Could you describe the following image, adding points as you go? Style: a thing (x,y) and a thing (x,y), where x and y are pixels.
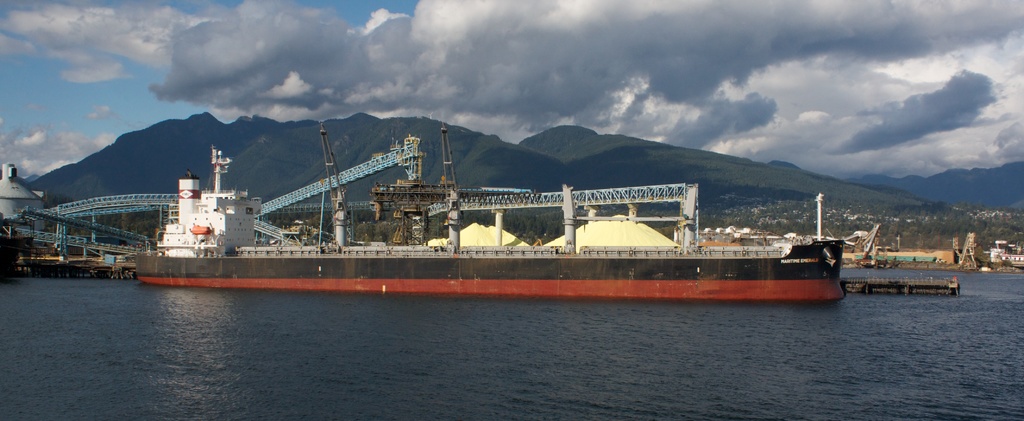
In this picture I can see there is a ship (840,246) floating on the water (853,316). There are iron frames (321,192) in the backdrop (302,153), there are buildings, mountains (579,141) with trees (347,154) and the sky (290,69) is cloudy.
